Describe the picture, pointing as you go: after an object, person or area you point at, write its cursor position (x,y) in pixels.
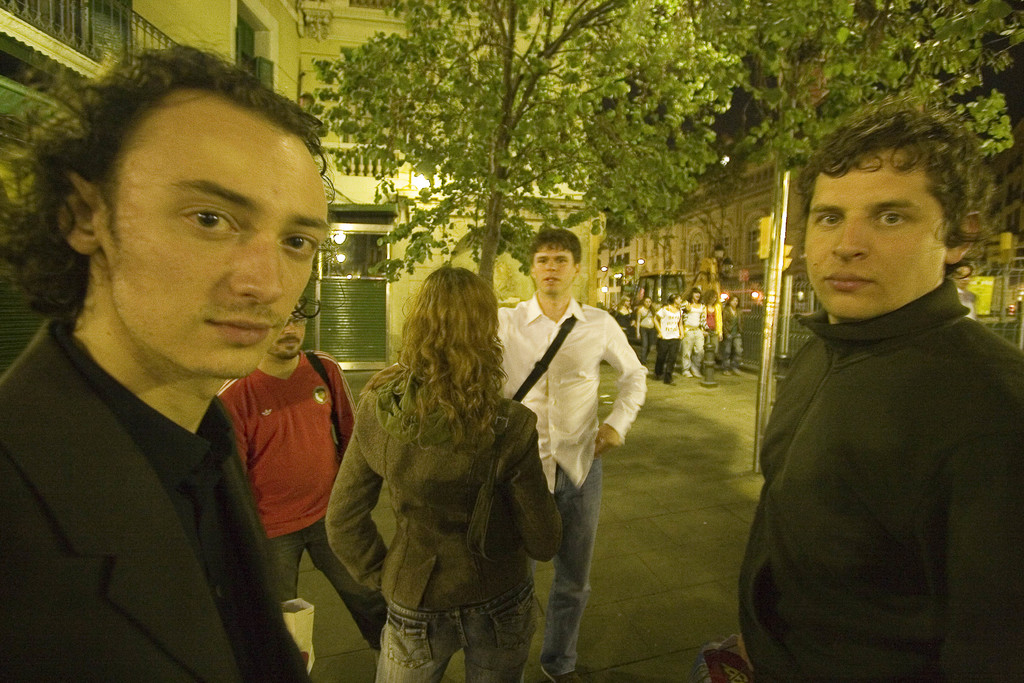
In this image in the foreground (863,333) I can see two persons (1020,366), in the middle (534,312) I can see three persons (494,440) visible on the floor (665,584), at the top (516,12) I can see the trees (711,12) and building (718,228), in front of the building (648,253) I can see some persons (709,307) walking on the road (733,419) in the middle (666,378), in the middle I can see a pole (787,208).
